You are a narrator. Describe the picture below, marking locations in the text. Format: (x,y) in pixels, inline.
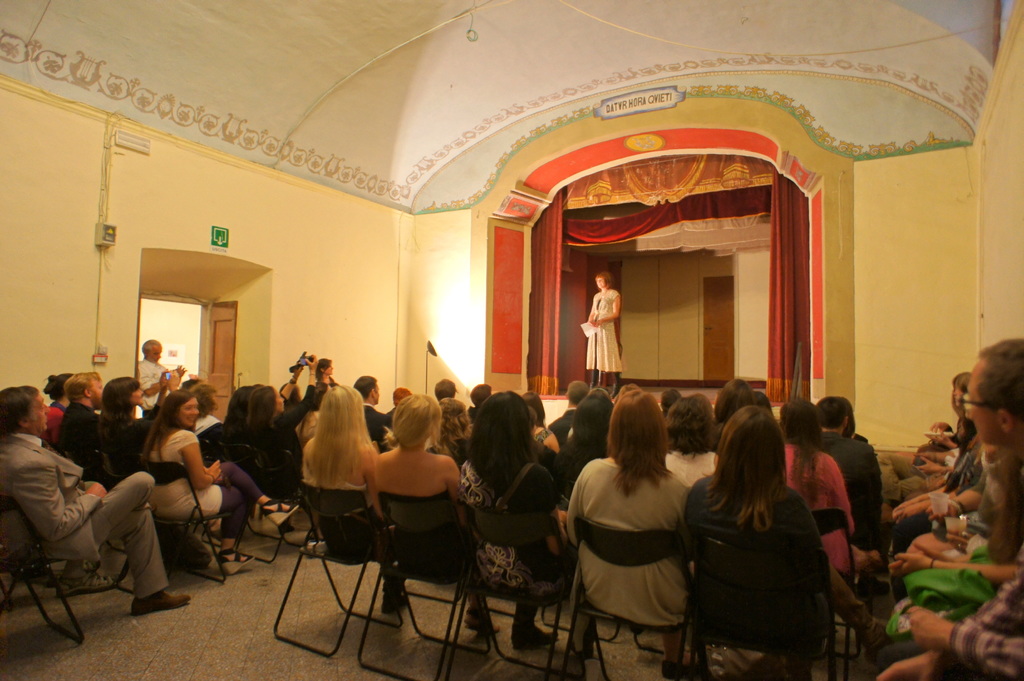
There are many persons (398,468) sitting on chairs (478,548). On the stage (635,313) a lady (601,320) is standing. There is a curtain (785,255) on the stage (665,206). On the left side (197,320) there is an entrance (161,314). There are pipes (109,126) on the walls (129,131).
